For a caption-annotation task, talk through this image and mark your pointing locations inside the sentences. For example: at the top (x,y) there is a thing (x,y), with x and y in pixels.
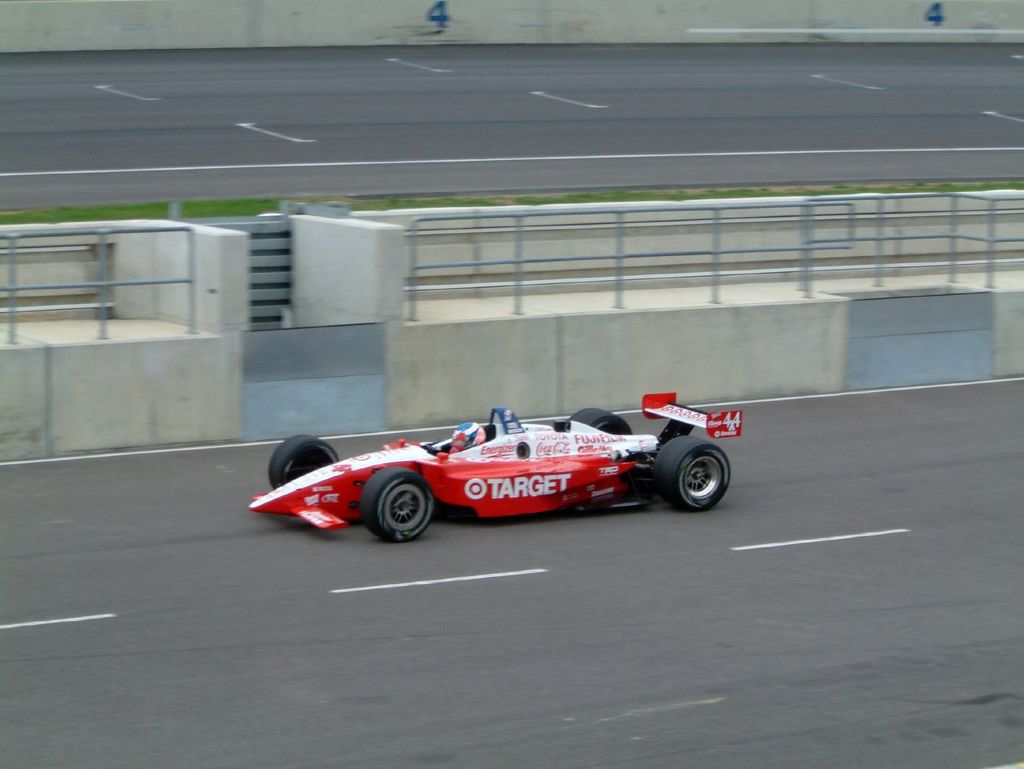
In the picture I can see a person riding a formula one car (613,458) on the road (351,573). I can see the stainless steel fencing (148,228) and green grass (222,204) on the side of the road (936,175).
